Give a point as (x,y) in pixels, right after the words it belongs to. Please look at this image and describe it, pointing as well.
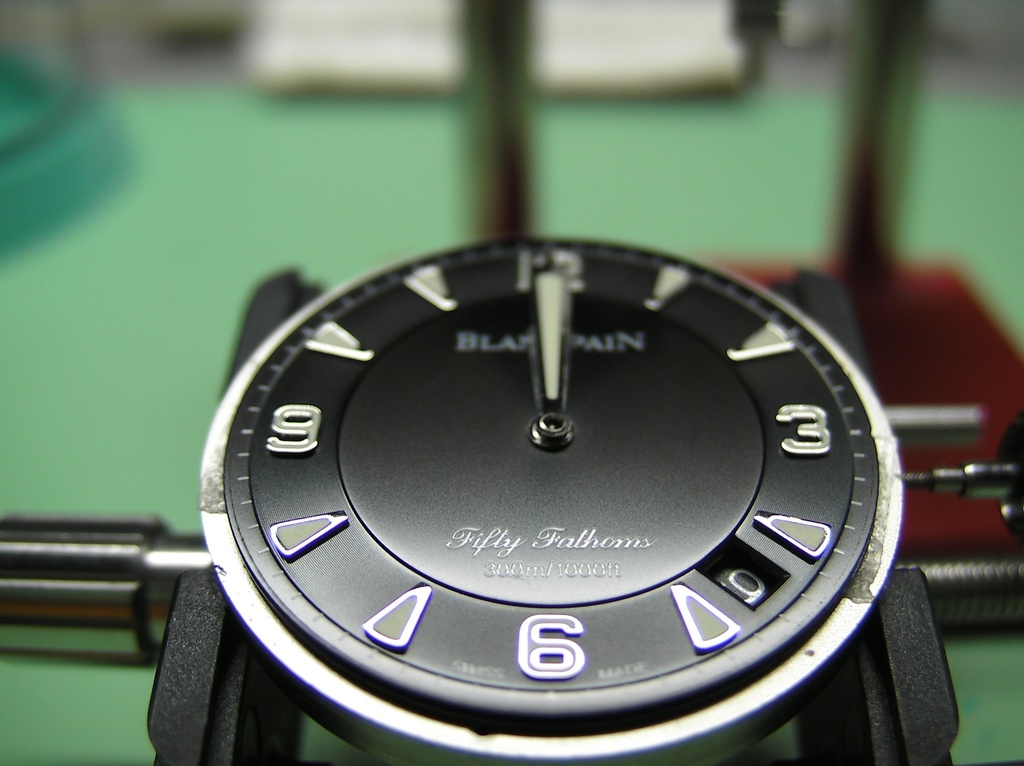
In the image we can see there is a clock dial (646,524) kept on the machine (883,697).
